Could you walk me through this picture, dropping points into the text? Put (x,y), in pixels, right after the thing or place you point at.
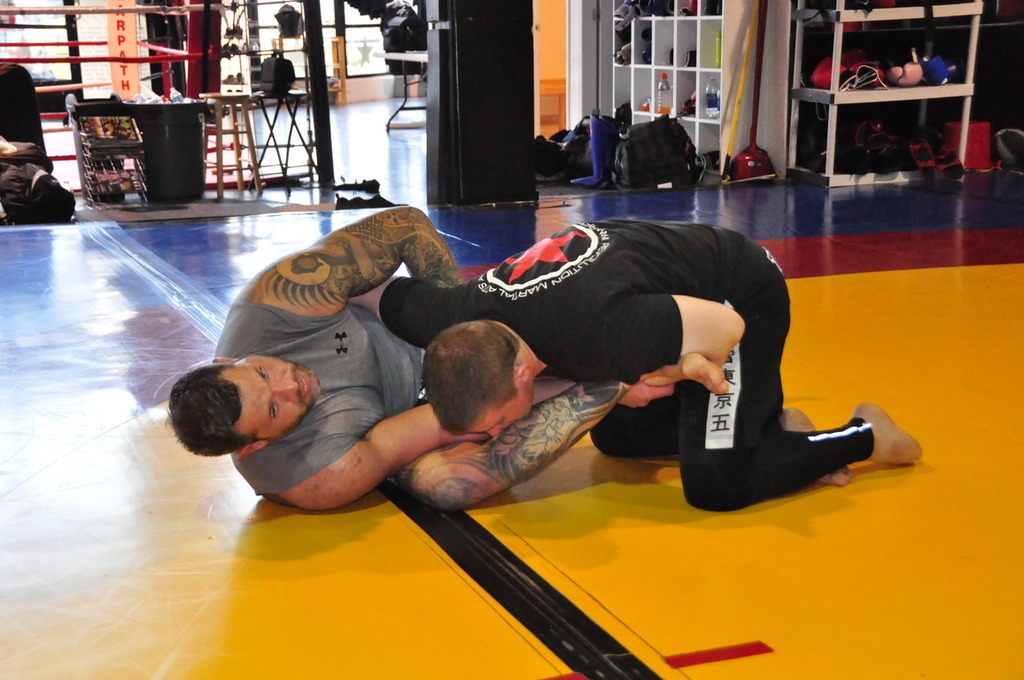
In this image we can see there are two people (435,369) fighting on the floor (475,661). At the back (640,46) there are racks (657,37) and shelves (792,95) in that there are bags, bottle (709,99), gloves (822,77) and few objects (692,100). And there are sticks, table (224,155), stand (253,172), bags (286,70), banner (115,25) and few objects (185,180) on the floor (336,149). And there is a window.
